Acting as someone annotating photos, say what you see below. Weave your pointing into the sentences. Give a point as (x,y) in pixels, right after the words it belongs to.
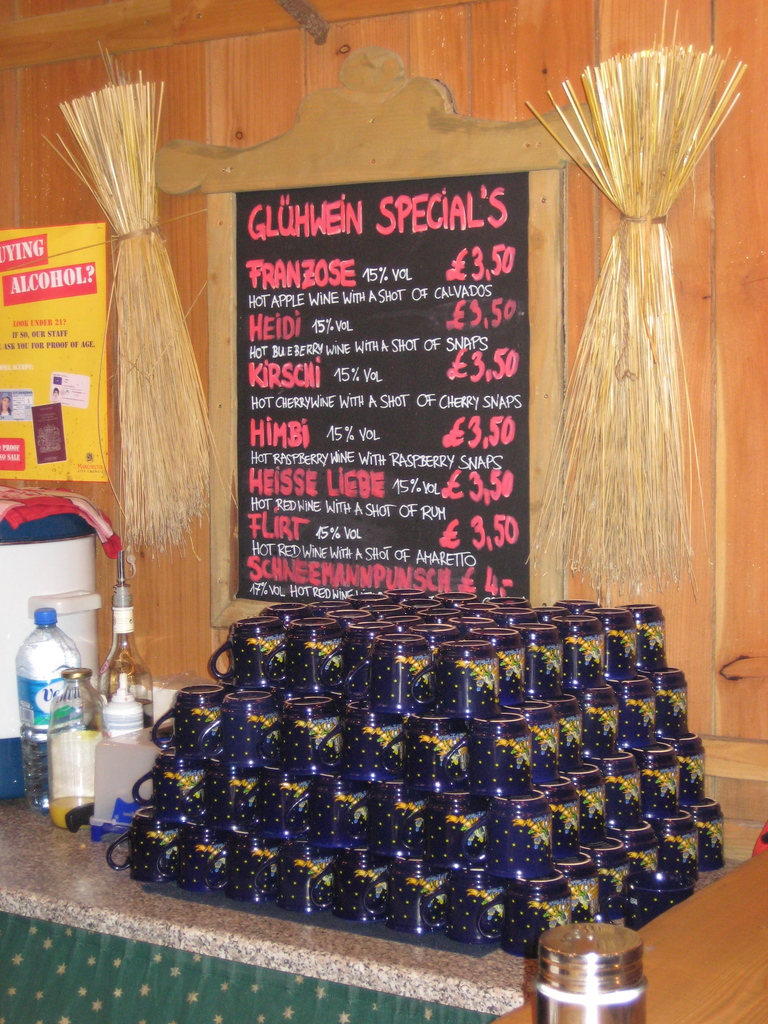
In the picture we can see mugs (502,604) beside to the things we can find some bottles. In the background (279,538) we can find a wooden wall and a menu (276,523) attached to it. And just beside to it there is a dried grass stick (641,230) to it. The mugs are placed on the counter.
